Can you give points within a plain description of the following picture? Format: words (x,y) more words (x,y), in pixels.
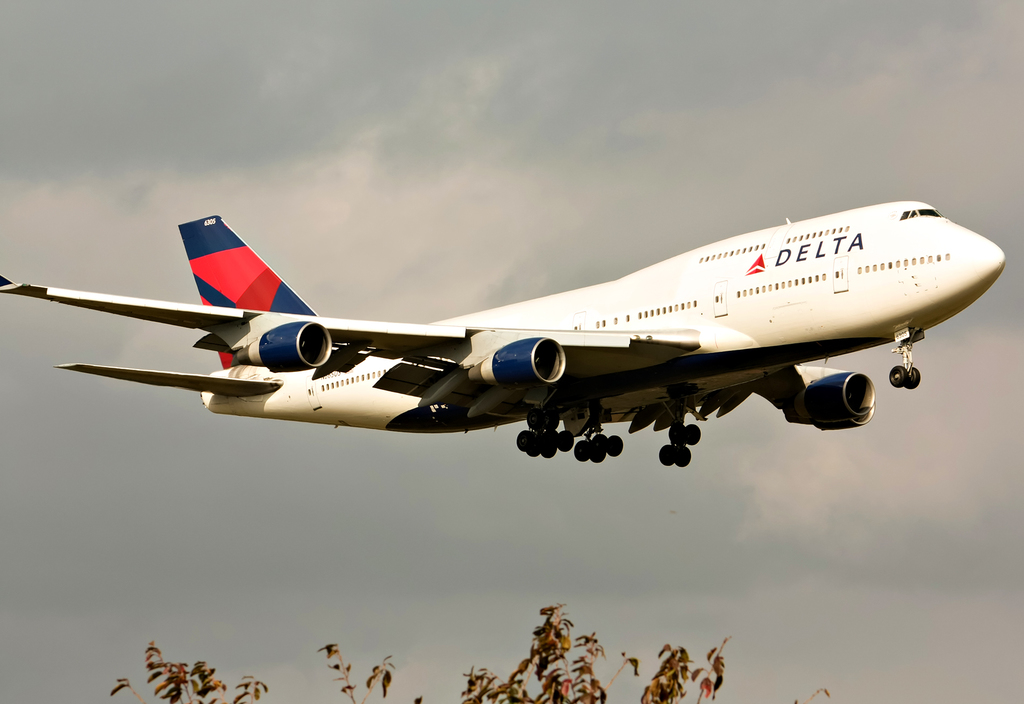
In this image I can see a aircraft (686,316) which is white, blue and red in color is flying in the air (336,279). I can see a tree (716,673) and in the background (434,522) I can see the sky (481,277).
